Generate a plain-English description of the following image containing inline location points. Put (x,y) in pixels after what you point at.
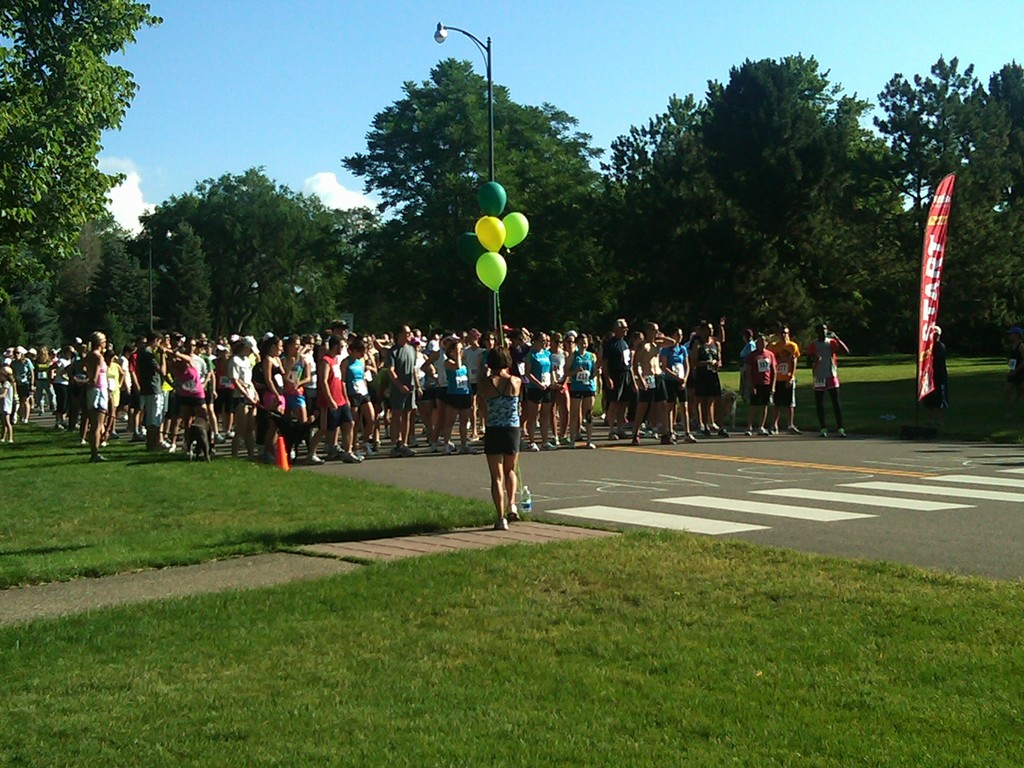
In this picture there is a woman (509,405) standing and there is a pole (495,307), balloons (497,279) and many persons (304,356) standing in front of her and there are trees (437,229) in the background (595,224) and there is a red banner (934,269) which has something written on it in the right corner (931,265).
